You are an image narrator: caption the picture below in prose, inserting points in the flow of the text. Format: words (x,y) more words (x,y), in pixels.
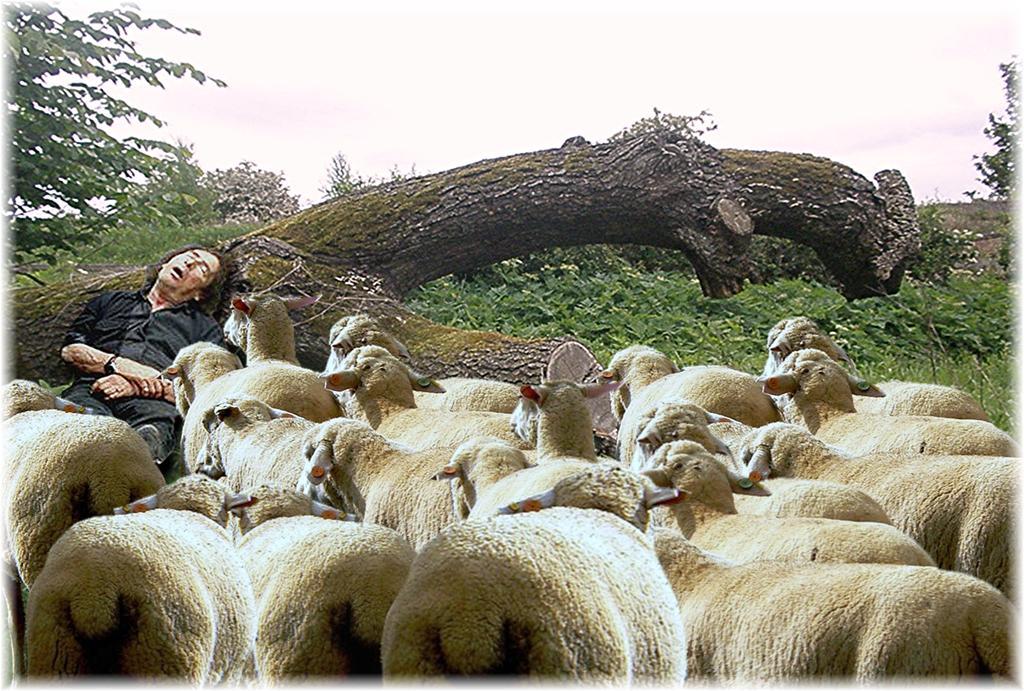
In the center of the image (396,429) we can see sheep's (365,527), which are in cream color. In the background (17,346), we can see the sky (355,87), clouds (504,90), trees (253,171), one person (167,388) is sleeping and a few other objects (438,230).
